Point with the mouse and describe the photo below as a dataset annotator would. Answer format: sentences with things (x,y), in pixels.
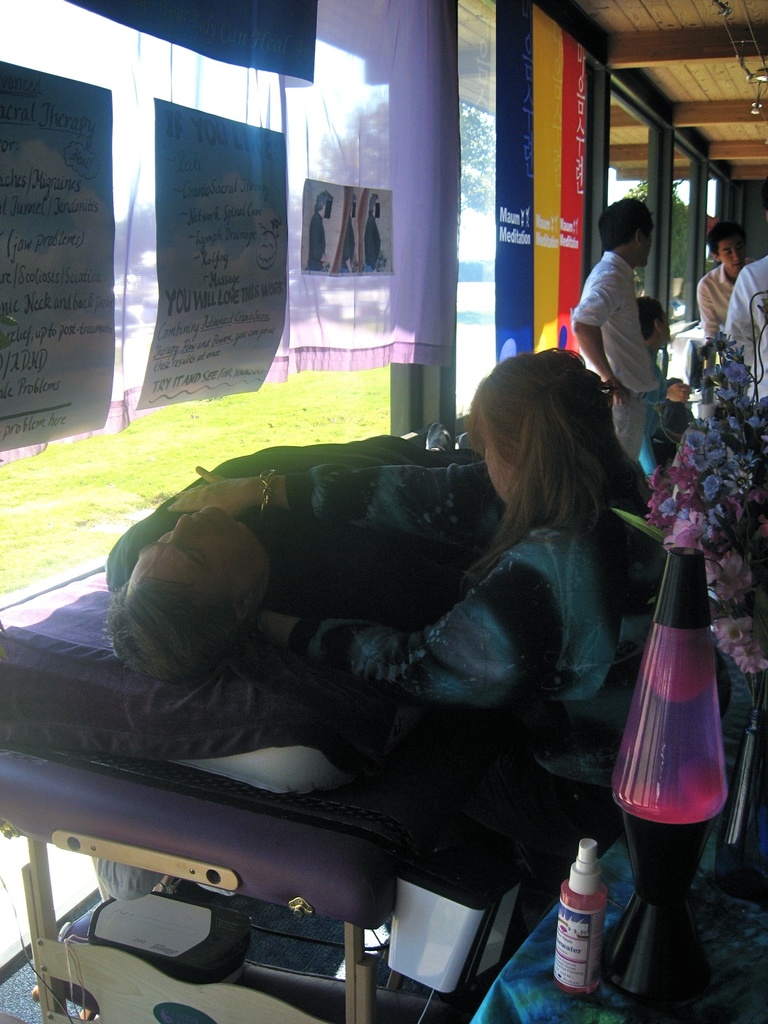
In this image I can see people (577,468) among them this man (308,590) is lying on a bed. Here I can see a bottle (588,927) and some other objects (650,823). In the background (403,323) I can see curtains (397,303), windows (473,201) and the grass (114,464).
